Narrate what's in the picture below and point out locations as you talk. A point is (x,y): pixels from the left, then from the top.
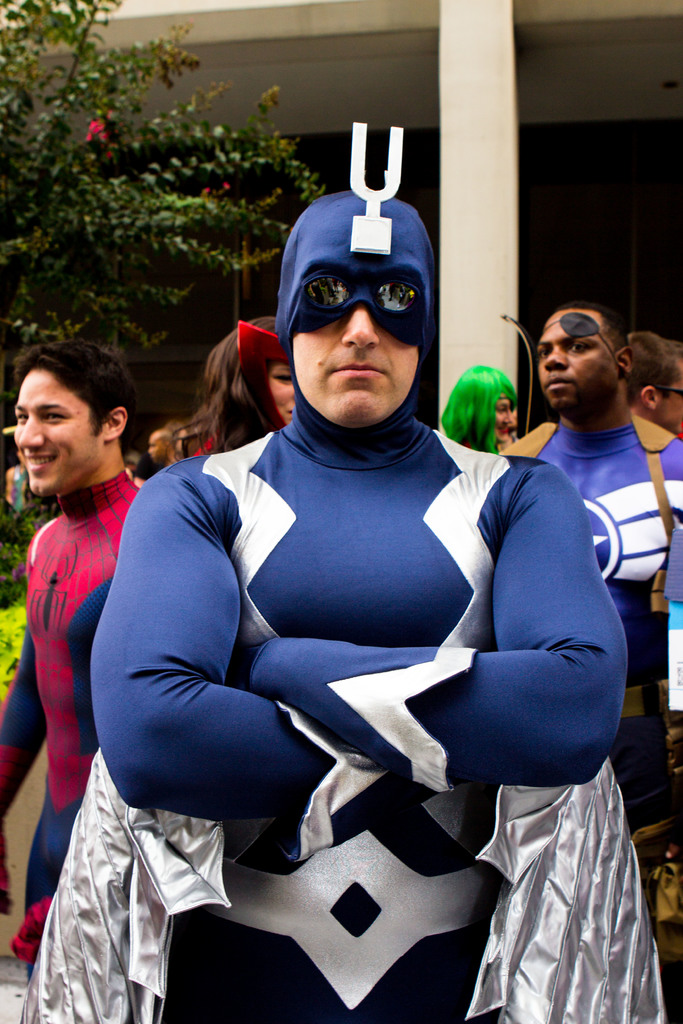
In this picture we can see group of people (296,848). In the background (209,258) we can see a pillar (462,278), trees (76,336), and a building (596,50).
